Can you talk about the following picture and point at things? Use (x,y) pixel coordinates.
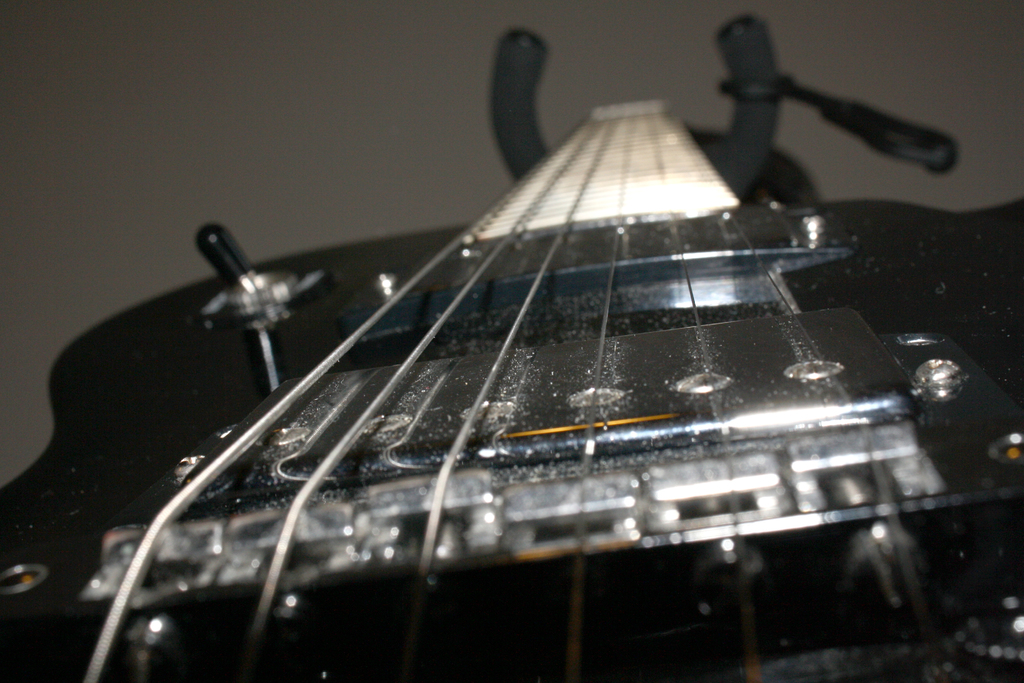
It is a zoomed in picture of a black color guitar (767,363). We can also see the wall (932,56) in the background (930,193).
